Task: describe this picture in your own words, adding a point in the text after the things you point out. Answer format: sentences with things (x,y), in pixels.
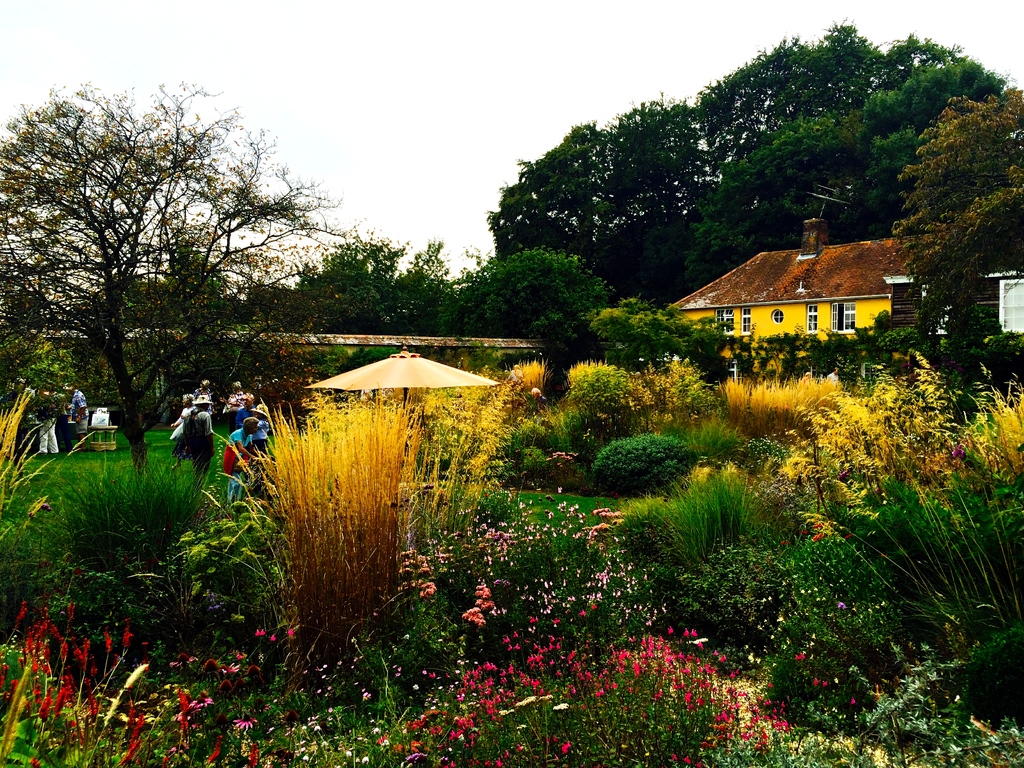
In this picture there are buildings (779,316) and trees (791,200). On the left side of the image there are group of people (232,471). In the foreground (160,663) there is an umbrella (346,377) and there are flowers (498,677) and plants (511,687). At the top (502,86) there is sky (494,88). At the bottom (315,543) there is grass (162,461).
